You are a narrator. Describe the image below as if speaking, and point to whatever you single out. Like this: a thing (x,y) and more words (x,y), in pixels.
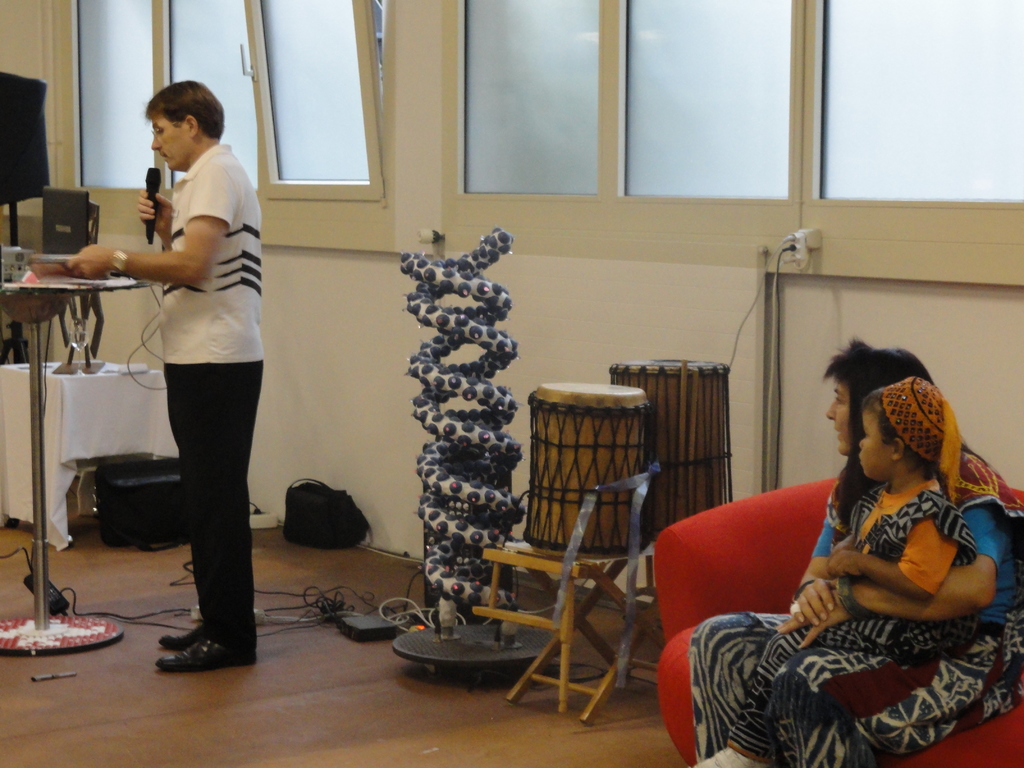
In this picture there is a inside view of the room (24,742). In the front (207,287) there is a man (213,306) wearing white color t-shirt (206,283) and giving a speech on the microphone (151,230). On the right corner (925,695) we can see a woman (938,704) sitting with the small boy (918,553) on the sofa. Behind there is a brown color drums (551,434) and a DNA model (462,386). In the background (464,102) there is a white wall (660,273) and big glass windows (503,161).
